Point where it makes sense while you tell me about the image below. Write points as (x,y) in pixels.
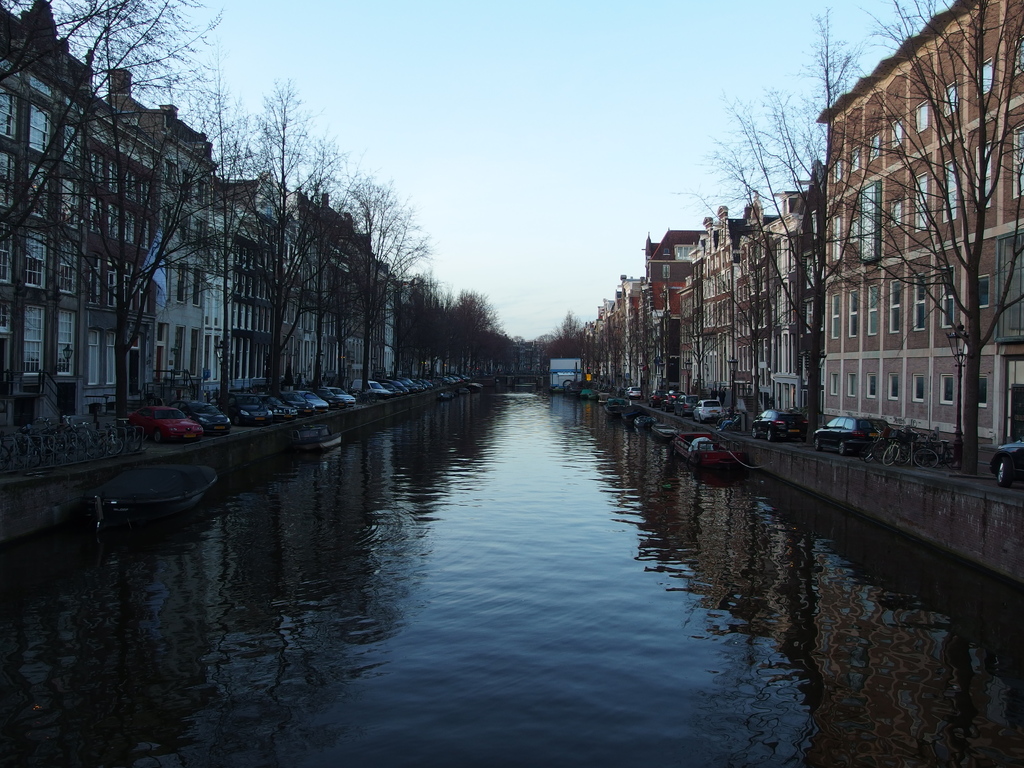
There is water (684,531) at the center (647,467). There are boats (614,412) on the water (300,453). There are vehicles (187,404), trees (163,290) and buildings (783,302) on the either sides of the water (85,573). There is sky (438,151) on the top (480,95).
